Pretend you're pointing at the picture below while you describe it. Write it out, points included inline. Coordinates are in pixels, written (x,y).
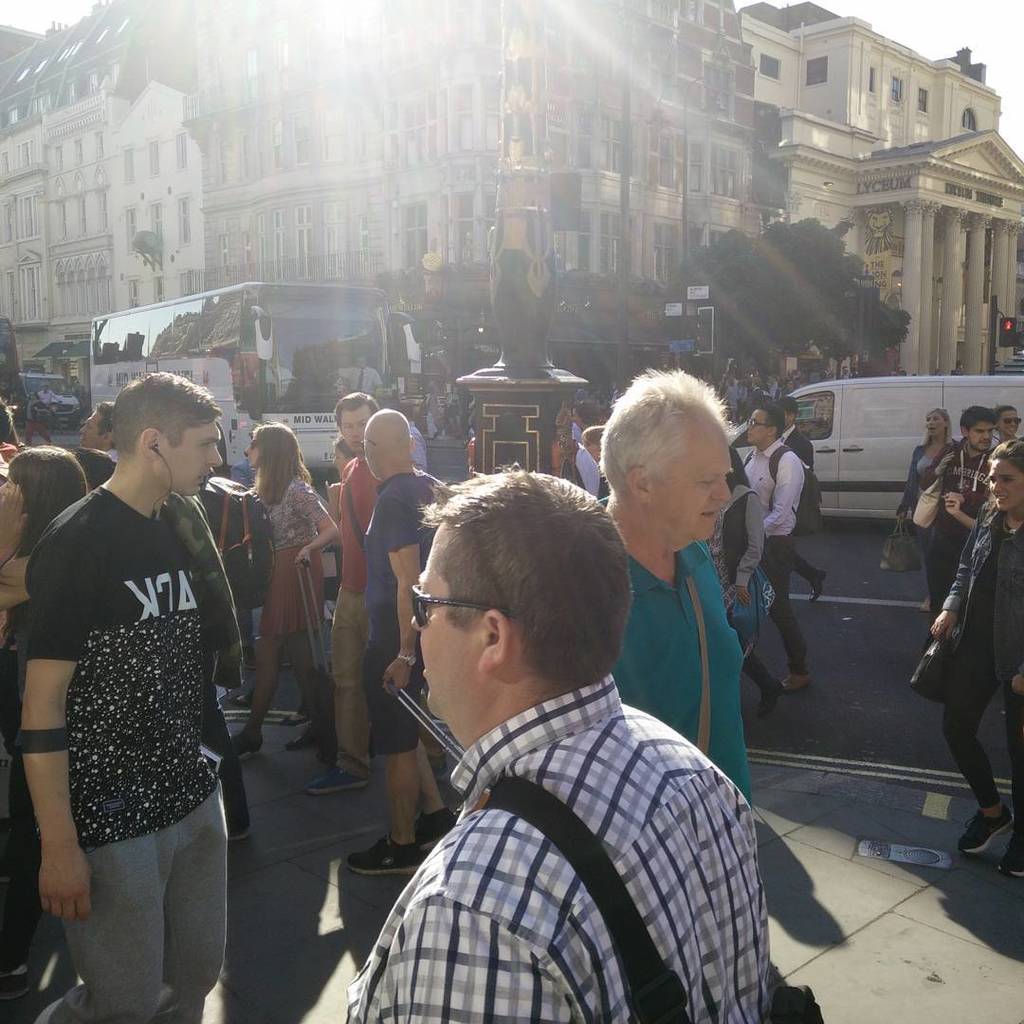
In this picture I can see many people (549,919) were standing on the road (849,694). In the center (350,343) I can see the bus (220,339) and vans (852,407) which is parked near to the trees (721,308). In the background (571,244) I can see the building (53,185). In the top right corner (998,48) I can see the sky (973,29). At the top (428,25) I can see the sun's light beam (459,60).
